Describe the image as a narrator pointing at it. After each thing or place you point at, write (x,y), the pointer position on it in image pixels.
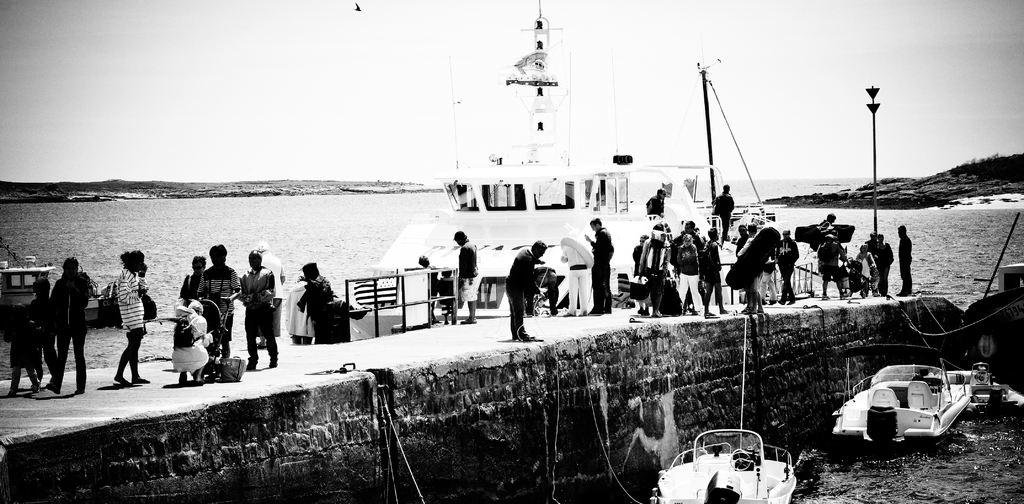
This is a black and white image. At the bottom (930,402) there are two boats (870,429) on the water (974,455). In the middle of the image (653,282), I can see many people (71,315) standing on a wall (555,369). In the background (573,211) there is a ship (504,211) on the water (297,222). On the right side (960,182) there is a hill (965,184). At the top of the image (296,49) I can see the sky (218,75).
